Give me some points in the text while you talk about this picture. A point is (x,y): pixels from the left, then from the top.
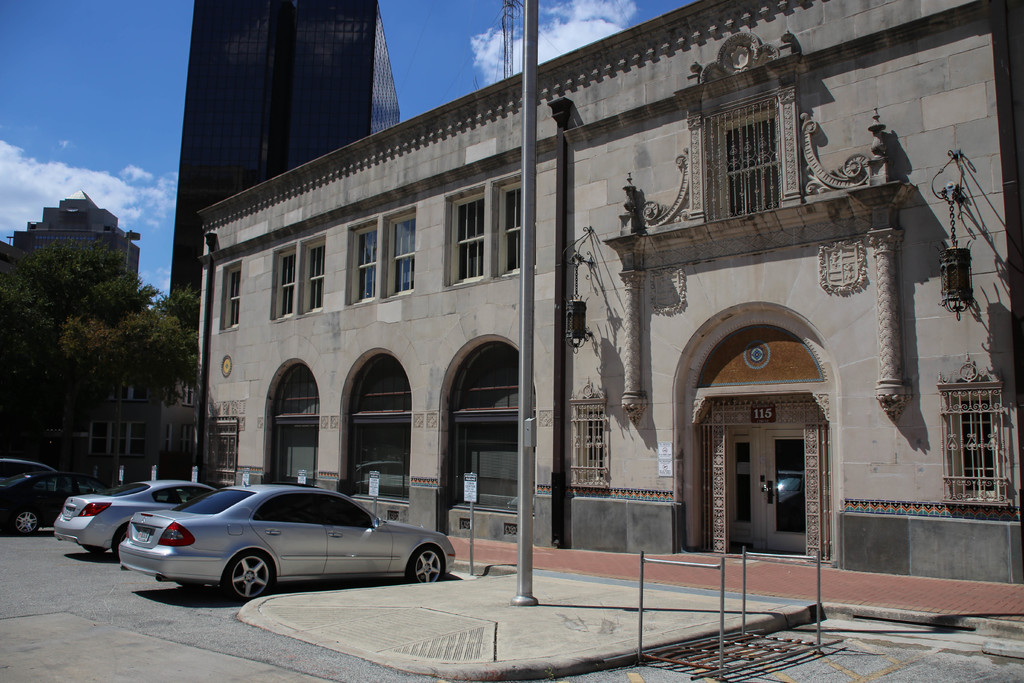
In this image in the center (477,387) there is a building (631,341), and on the left side (257,164) there are some houses (154,400) and skyscrapers (247,114). At the top of the image (116,93) there is sky (127,136) and in the center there are some cars (315,516), pole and some other objects (817,639). At the bottom (117,625) there is a road (50,558).
